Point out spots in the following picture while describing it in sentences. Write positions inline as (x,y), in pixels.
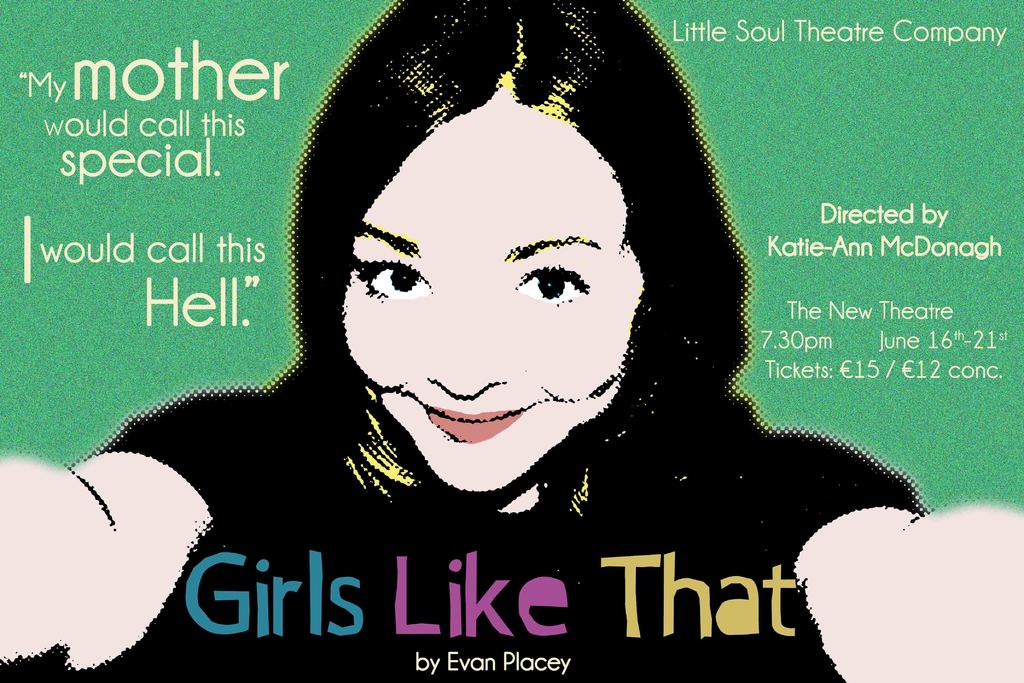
In this image, we can see a poster (491,440). Here we can see a woman (444,476) is seeing and smiling. Here we can see text (552,590) in the image.
